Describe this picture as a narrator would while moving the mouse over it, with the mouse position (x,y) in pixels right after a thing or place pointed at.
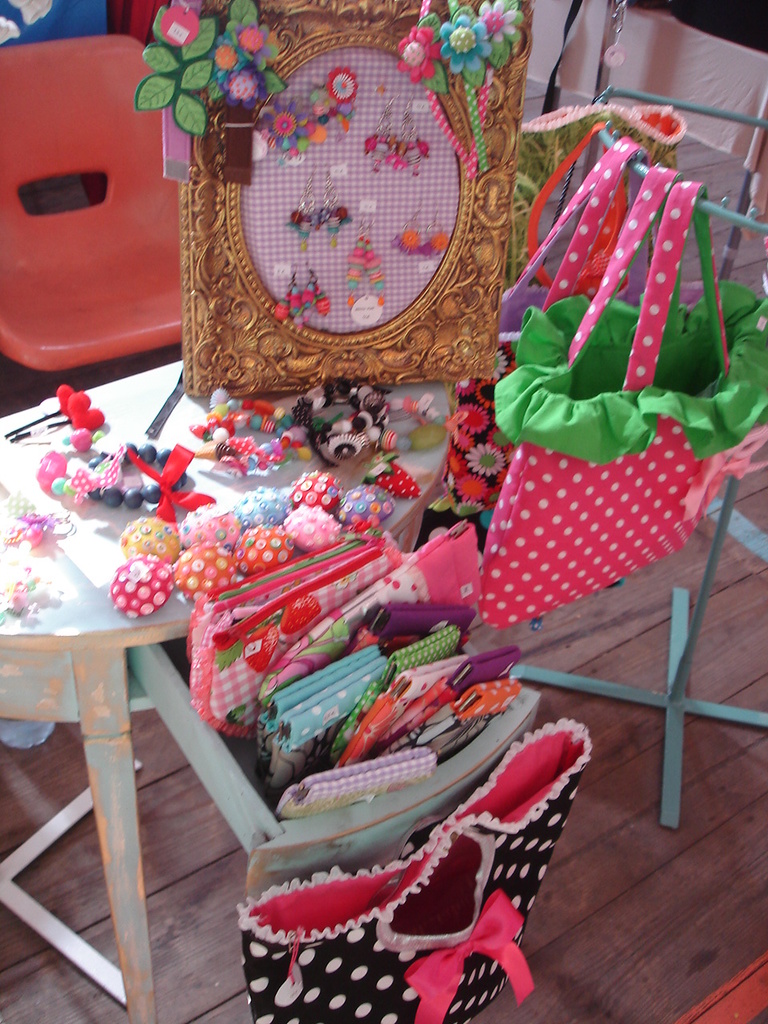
This picture contains a table (89,590) on which colorful balls (131,594), bracelets (301,450) and hair band (67,412) are placed and we even see a photo frame (328,329) on the table (75,638). Beside that, we see a pink and green bag (557,506) and red and white bag (496,388) which are hanged to the hangers (649,98). Beside that, we see black and white bag (378,941) and many pouches (377,764) placed in a drawer (428,805).
